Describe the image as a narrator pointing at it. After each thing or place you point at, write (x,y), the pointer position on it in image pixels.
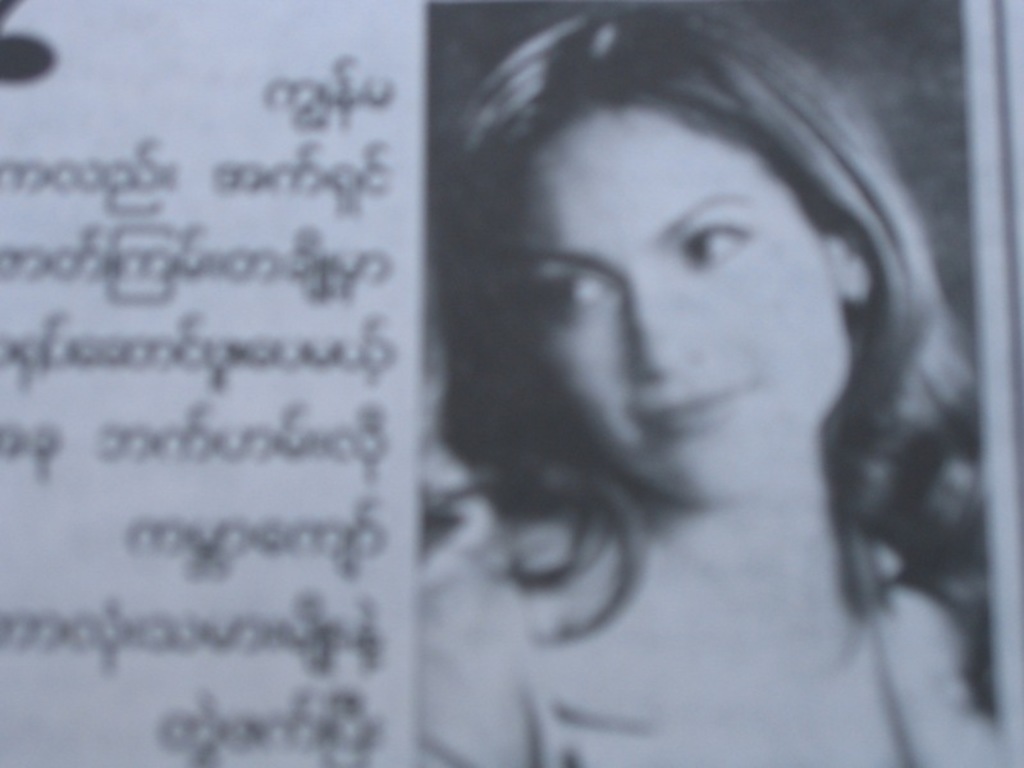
In this picture there is a news photograph (571,529). On the right side (871,397) we can see a girl (733,497) smiling and looking on the left side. Beside there is some matter (262,241) in the paper (294,499).
